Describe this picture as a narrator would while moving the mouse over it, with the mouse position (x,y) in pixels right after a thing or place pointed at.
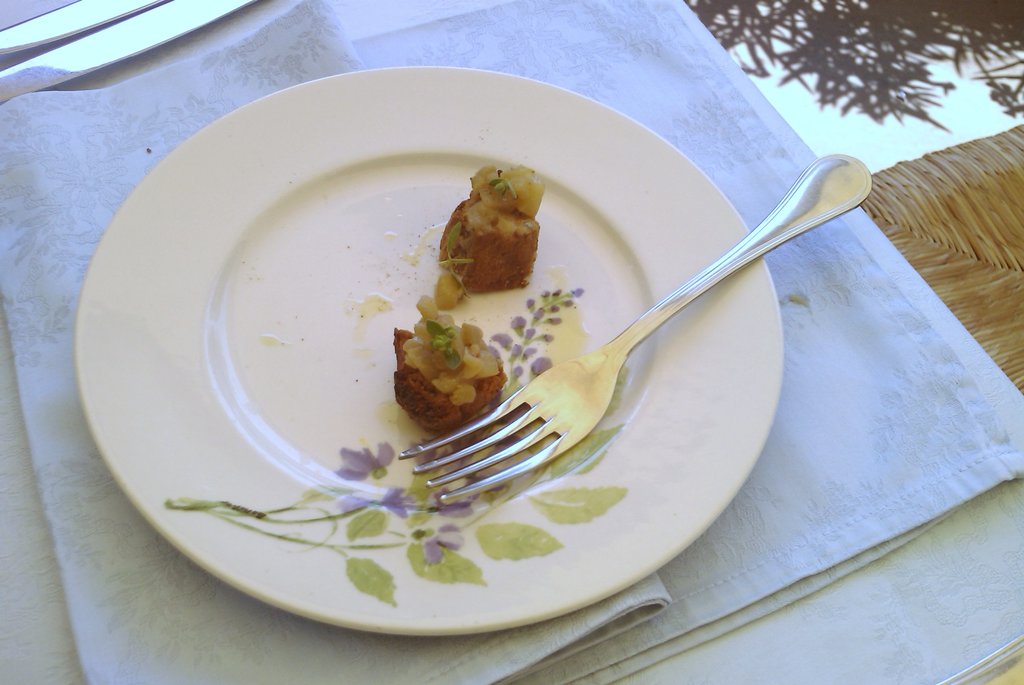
Here I can see a plate (369,247) is placed on a white cloth (727,574). On this plate (519,359) there is a fork (535,434) and some food item (506,251). It seems to be a table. On the right side (958,224) there is a wooden object (969,242).
